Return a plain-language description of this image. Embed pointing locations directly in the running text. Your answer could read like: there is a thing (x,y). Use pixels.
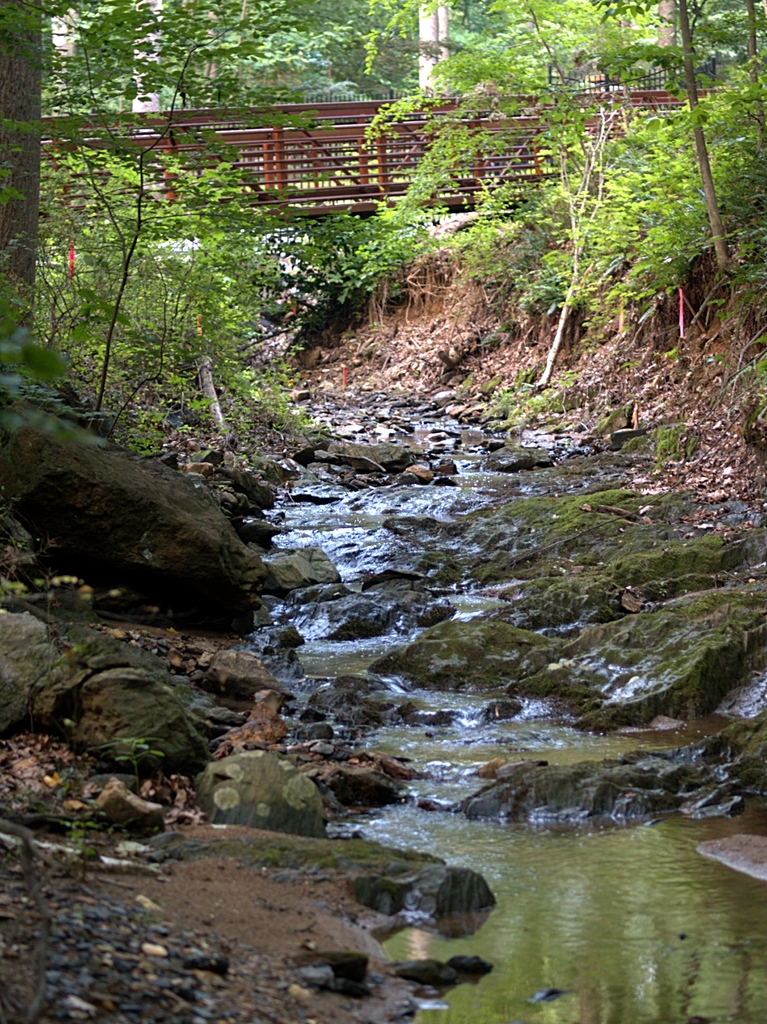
In this image we can see a group of trees (173,265), stones (282,774) and the water (421,725). We can also see the bark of the trees (207,229) and a bridge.
